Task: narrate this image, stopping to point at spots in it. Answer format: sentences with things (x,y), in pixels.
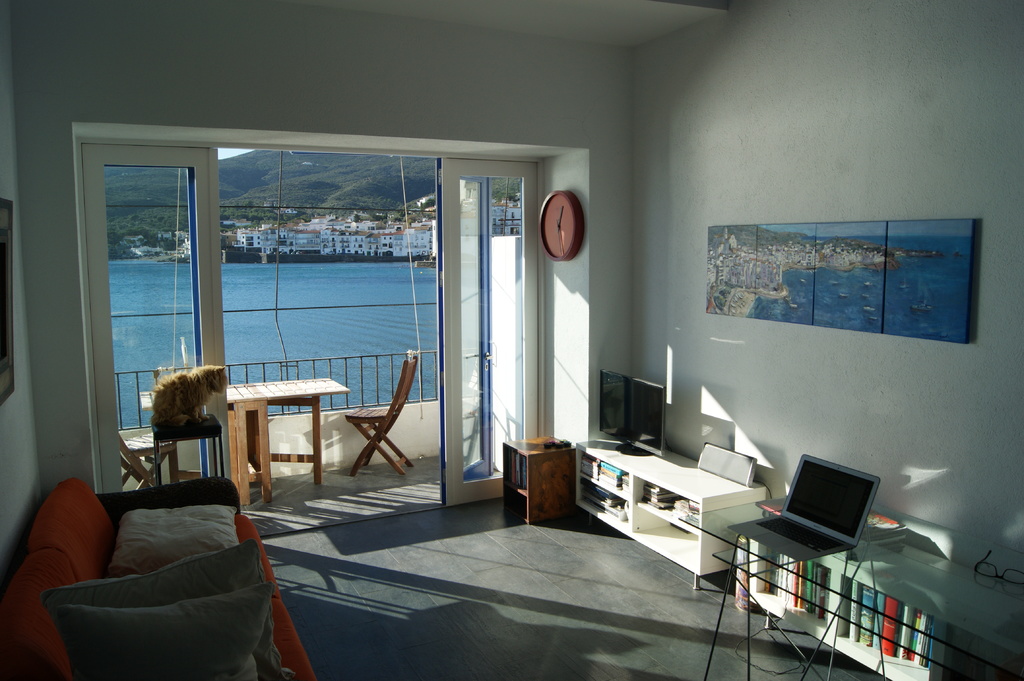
This picture describes about interior of the room (445,442) in this we can find a sofa (82,517), laptop (822,543), couple of books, television (653,413), a wall frame (737,291), clock (580,243) and a cat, in the background (255,294) we can see some water (329,271) and couple of buildings (348,225).
